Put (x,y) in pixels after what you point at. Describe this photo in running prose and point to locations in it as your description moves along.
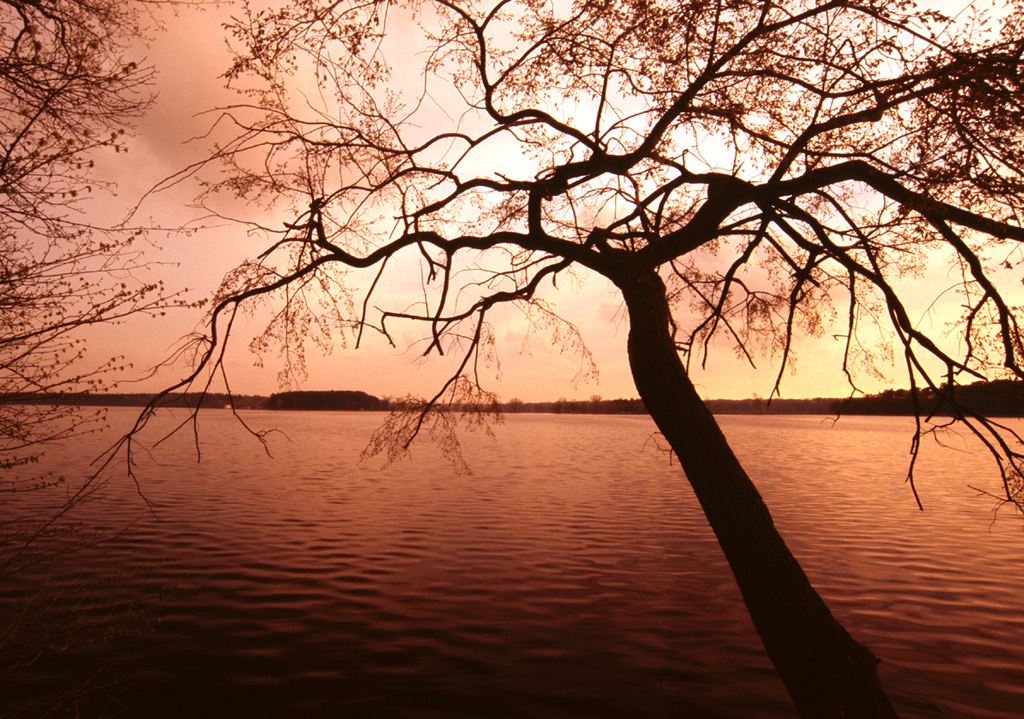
In this image I can see trees (75,58) at the front (27,482). There is water (456,554). There is sky (174,141) at the top (179,107).
